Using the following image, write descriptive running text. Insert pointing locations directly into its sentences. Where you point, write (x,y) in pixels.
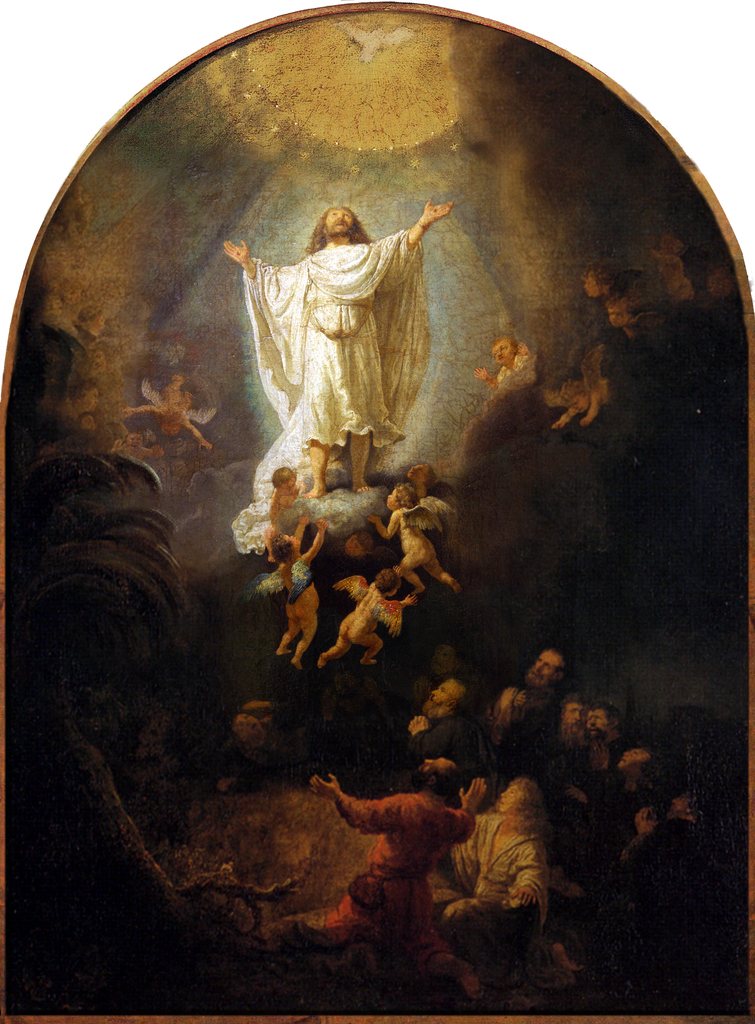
In this image, I can see a painting (421,704) of people (233,771), a bird (371,51), a tree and light (332,103). There is a white background (101,7).
